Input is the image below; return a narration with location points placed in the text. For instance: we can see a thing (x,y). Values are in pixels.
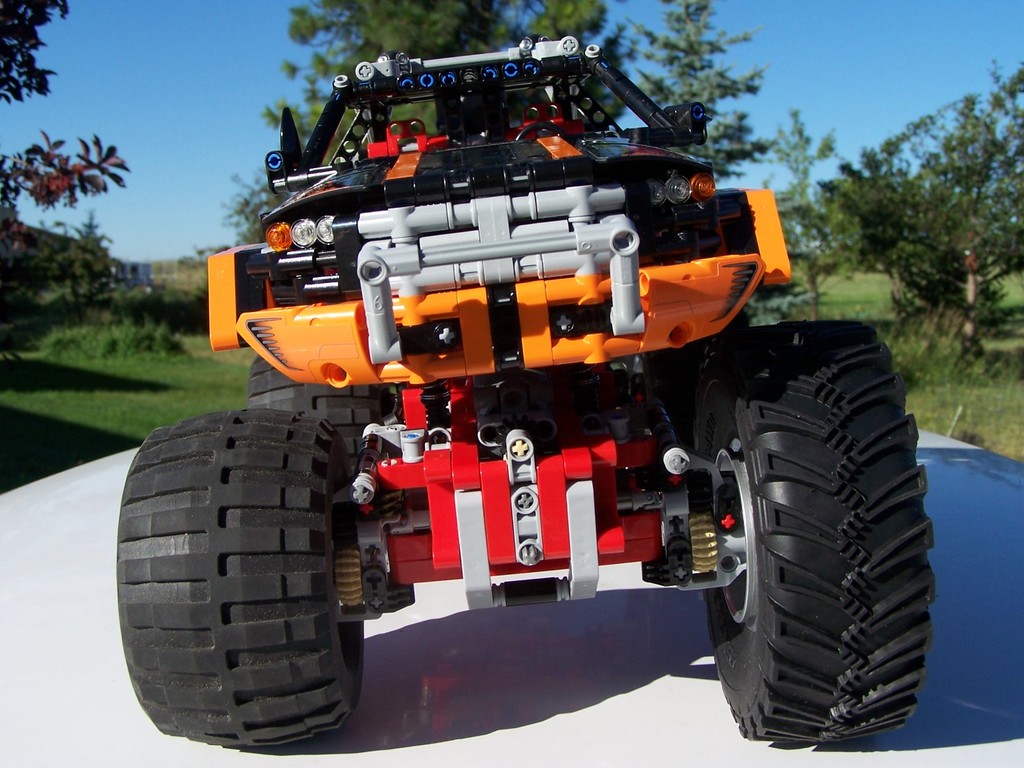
In this image I can see a toy vehicle (435,543) on a white surface (519,702). In the background (984,283) there are many trees (53,252) and also I can see the grass (103,364). At the top of the image (121,63) I can see the sky (824,35) in blue color.
